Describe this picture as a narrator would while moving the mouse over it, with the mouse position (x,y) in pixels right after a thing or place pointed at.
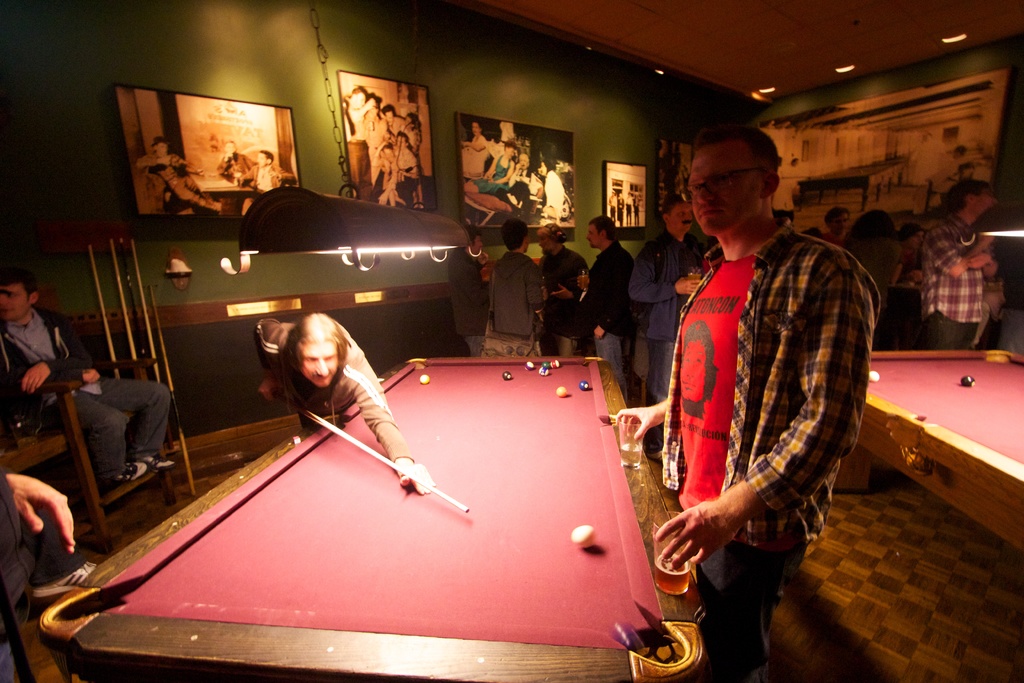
The picture is inside a club (848,32), there are two snooker tables (575,493), on the first table (340,460) two people (400,454) are standing the first person (392,437) is playing the game, in the background (464,294) many people (667,221) are standing and talking behind them there is a green color wall (161,59), to the wall (532,101) there are few photo posters (405,128).
